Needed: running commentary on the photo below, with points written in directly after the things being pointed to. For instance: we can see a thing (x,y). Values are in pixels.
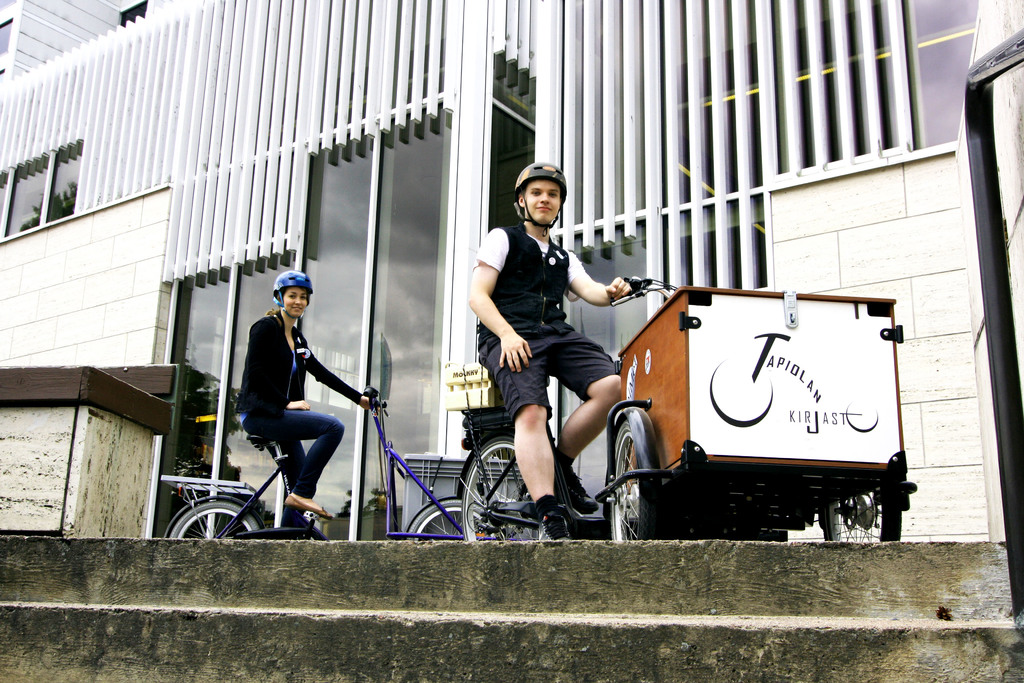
Here there are steps (504,651) and the person (537,492) sitting on a vehicle (676,439). He is wearing a helmet (547,228). behind him there is a girl (332,450) behind her there is a glass wall (387,307).
